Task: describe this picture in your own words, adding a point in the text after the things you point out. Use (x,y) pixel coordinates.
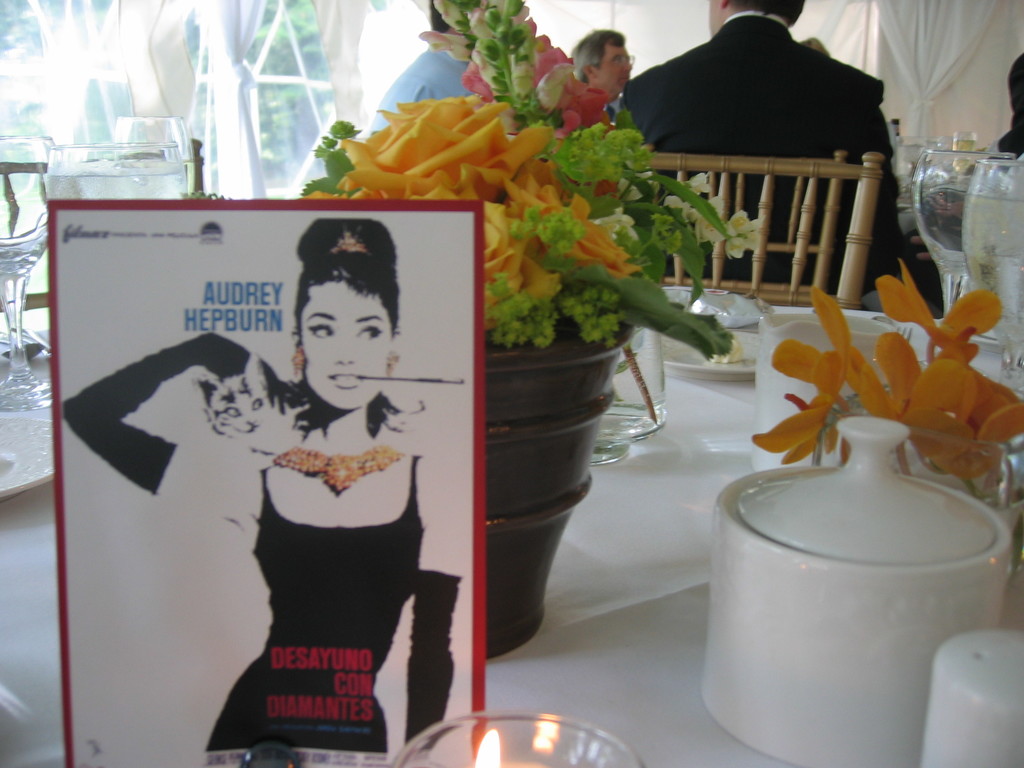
In this picture we can see a view of the dining table (636,447) with flower pot (559,348), water glasses (989,290) and white cups (788,620). In front (357,614) bottom side we can see a brochure (294,560) of a girl (314,521). Behind we can see some people (678,107) sitting on the chairs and glass window (28,102).
